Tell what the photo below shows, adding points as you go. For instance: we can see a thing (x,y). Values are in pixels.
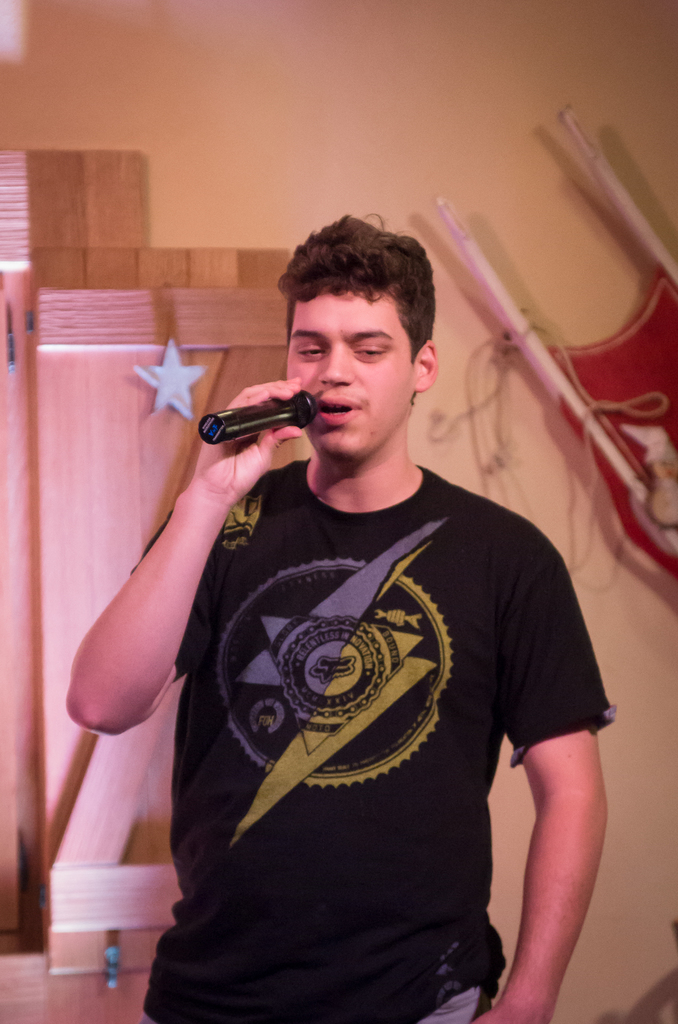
In the picture I can see a man (316,681) in the middle of the image (286,533) and he is singing on a microphone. He is wearing a black color T-shirt (415,676). I can see a wooden block (150,487) on the left side (74,386). In the background (183,113), I can see the wall (240,88).
